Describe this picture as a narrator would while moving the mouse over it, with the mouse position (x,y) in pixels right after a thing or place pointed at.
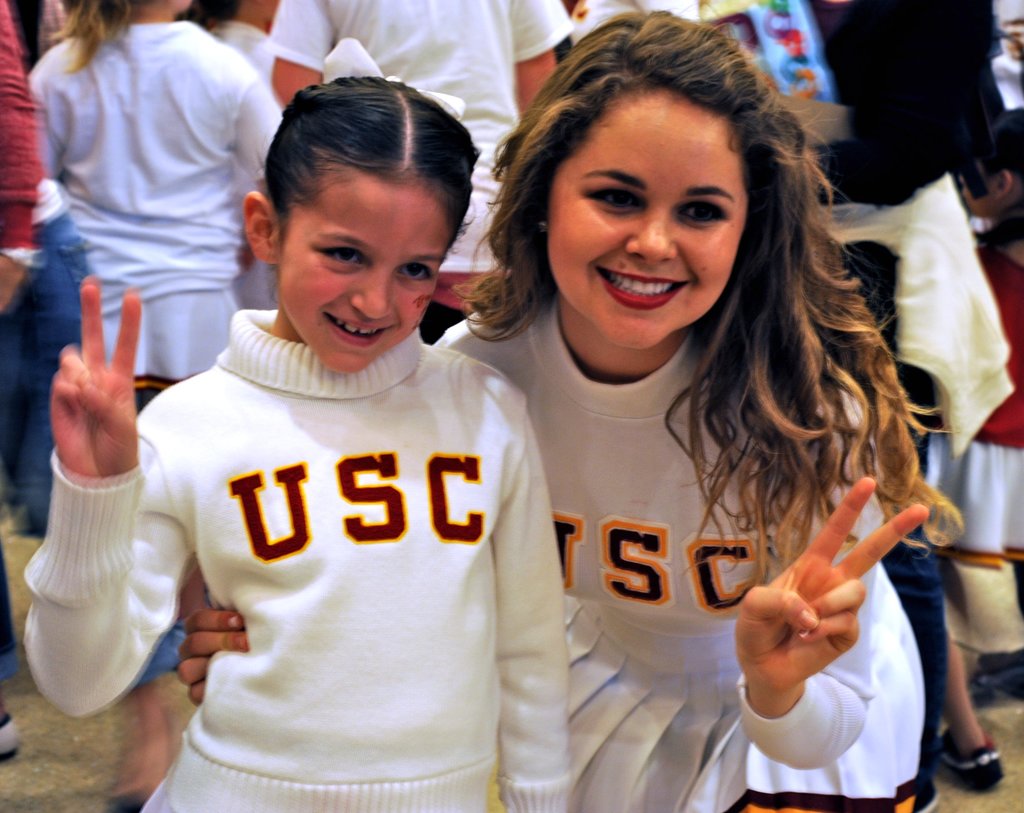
In this image I can see a woman (620,364) and a girl (427,346) they both are wearing a white color t-shirt (428,435) and they are smiling background (81,141) I can see persons (1005,90).
